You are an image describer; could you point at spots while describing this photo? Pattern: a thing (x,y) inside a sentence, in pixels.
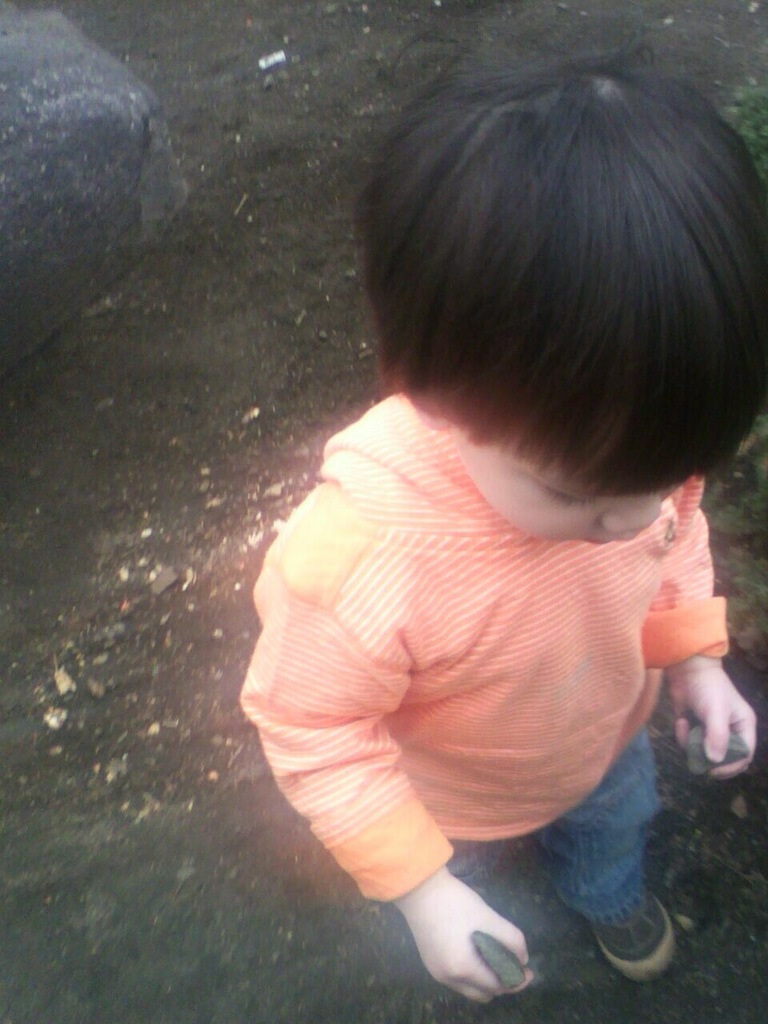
In this image there is a boy (576,619) with blue jean (631,816) and shoe (643,940) and holding stones (732,759) is present on the land (231,889). In the background (55,323) there is also a stone (95,126) visible.
